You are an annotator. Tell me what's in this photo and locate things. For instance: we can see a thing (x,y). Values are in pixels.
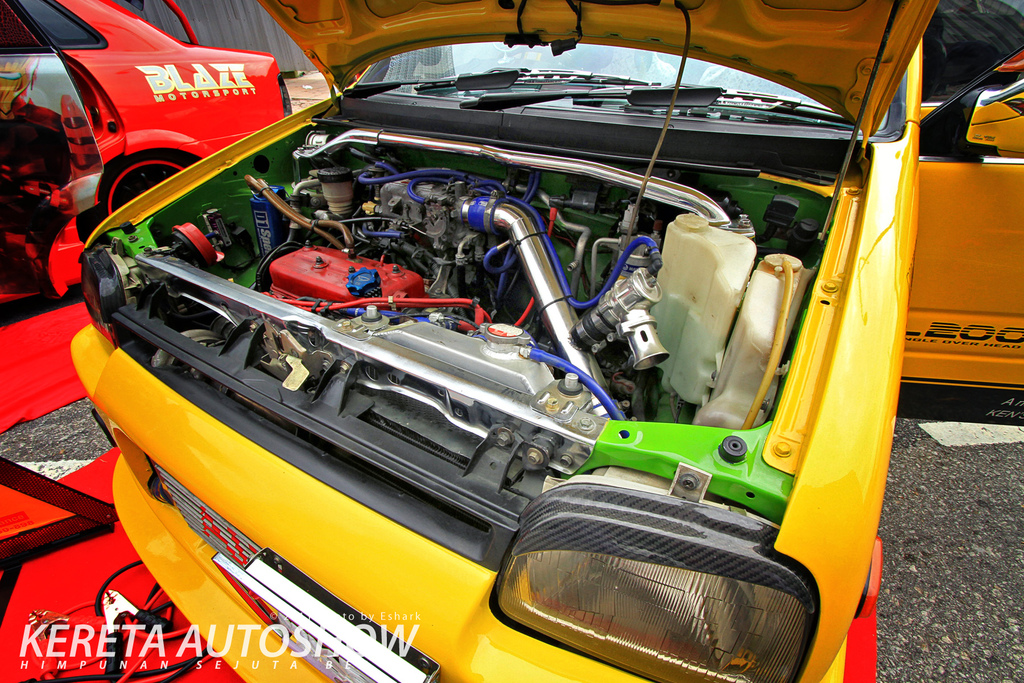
In this picture I can observe an engine (351,257) of a vehicle (463,253) in the middle of the picture (549,357). On the left side (138,128) I can observe red color car (100,121).
